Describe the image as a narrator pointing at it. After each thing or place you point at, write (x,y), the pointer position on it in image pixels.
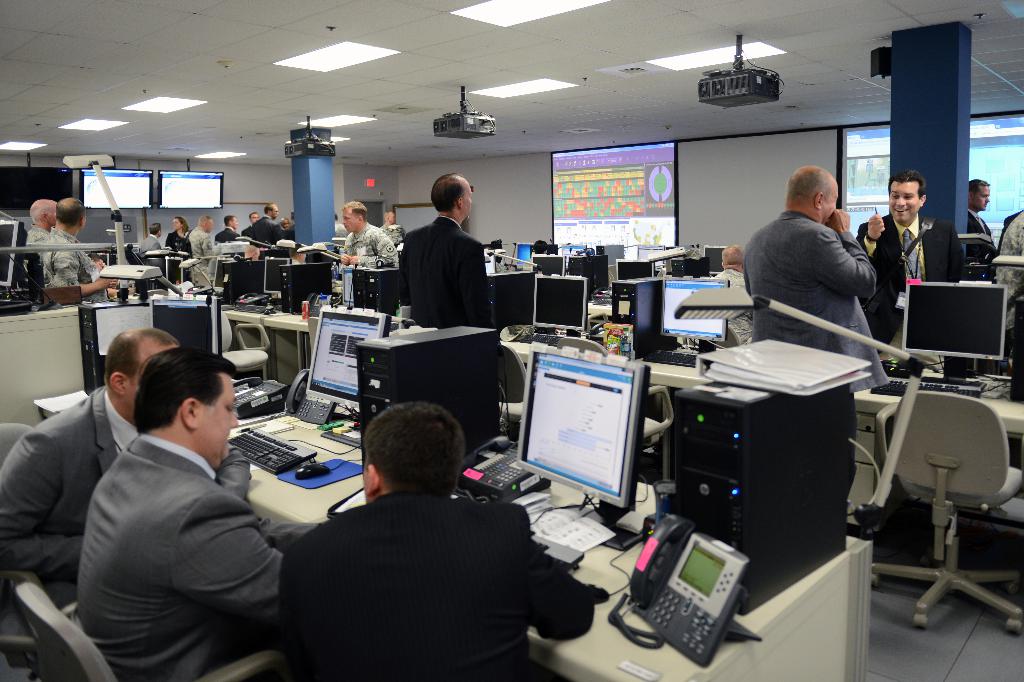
This picture is taken inside the room (559,507). In this image, we can see a group of people (499,607) sitting on the chair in front of the table (756,625). On the table (669,371), we can see monitor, CPU (694,474), and telephone (661,618), mouse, mouse pad (293,470), electrical wire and few books (572,514). In the background (252,219), we can also see a group of people (71,260) standing. In the background (984,173), we can see pillars (333,183), projectors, screen (1016,150), television (189,196). At the top (802,56), we can see a roof (828,91) with few lights (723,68).
